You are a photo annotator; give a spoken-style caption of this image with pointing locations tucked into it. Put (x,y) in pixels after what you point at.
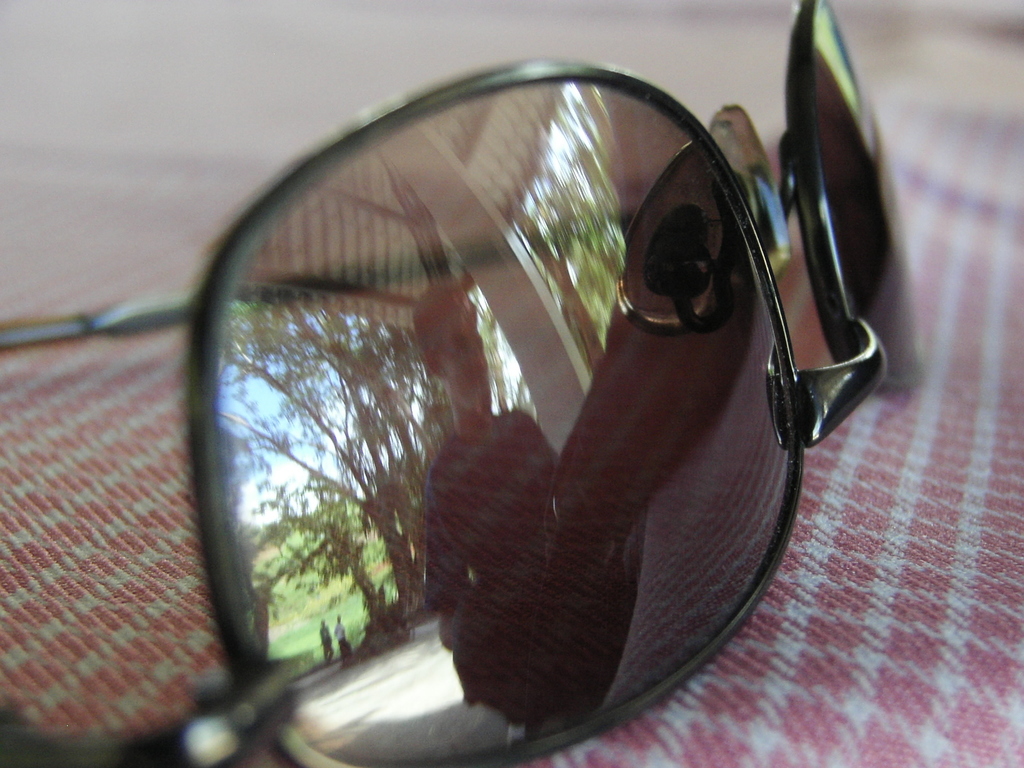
In this image I can see a black color goggles (585,440) which are placed on a cloth (939,577).
